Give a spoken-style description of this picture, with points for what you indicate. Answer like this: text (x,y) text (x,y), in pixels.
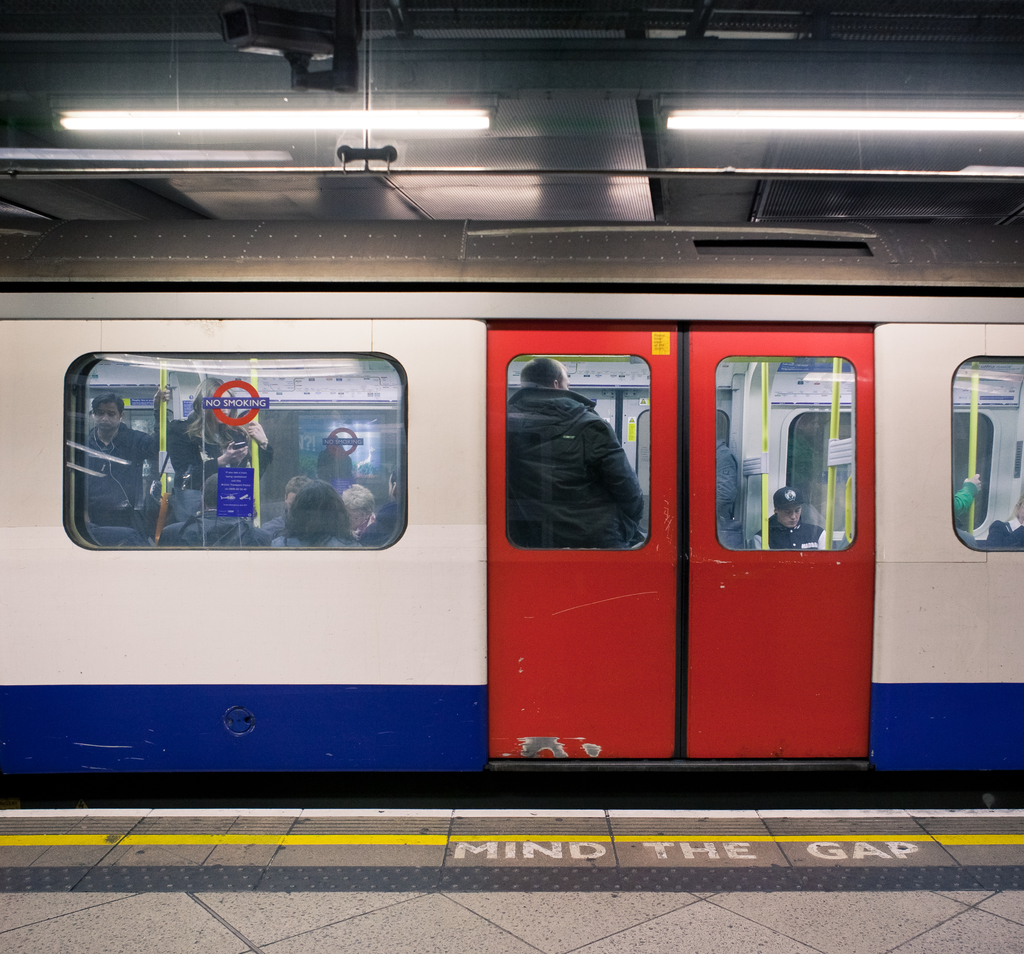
In the middle of the image (578,448) there is a train (451,427). There are two windows (390,407) and there is a door (676,496). There are a few people (172,446) in the train (674,414). At the bottom of the image (306,902) there is a platform (249,868). At the top of the image (200,77) there is a roof (240,89) and there are two lights (301,112).
